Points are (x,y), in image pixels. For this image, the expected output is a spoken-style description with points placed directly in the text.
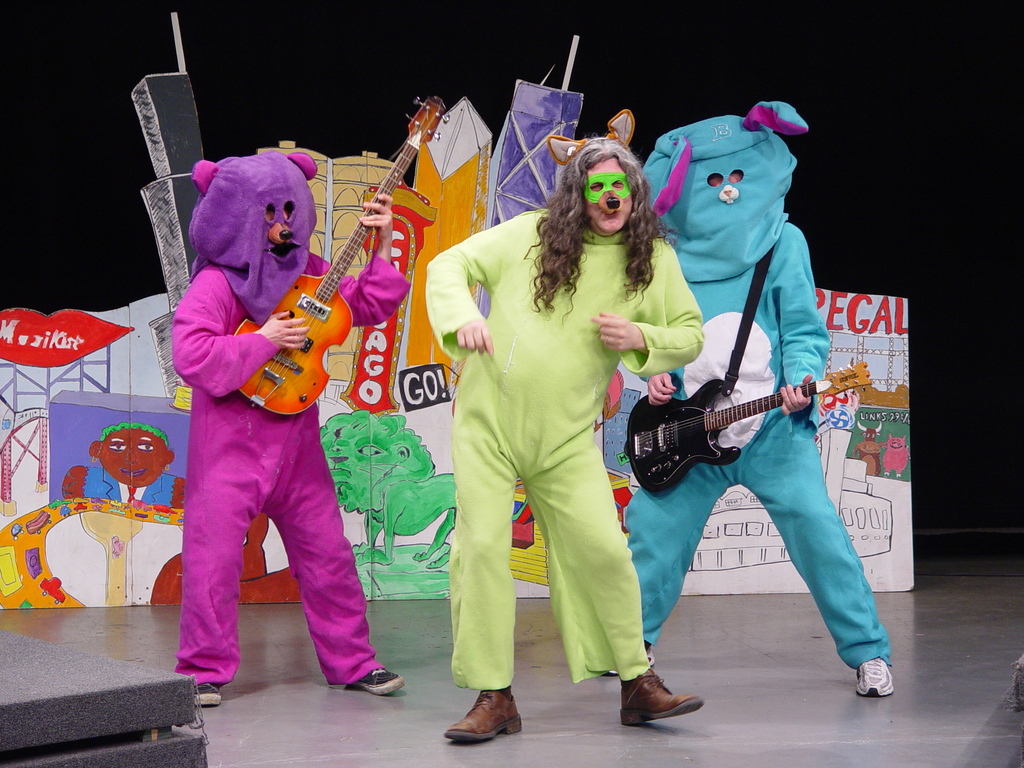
In this image there are 3 persons (209,200) standing on a stage (825,683) wearing a cartoon dress (820,363) 1 person (379,691) is holding a guitar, another person (833,525) also holding guitar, back ground (727,534) there is a cartoon hoarding (705,595).
